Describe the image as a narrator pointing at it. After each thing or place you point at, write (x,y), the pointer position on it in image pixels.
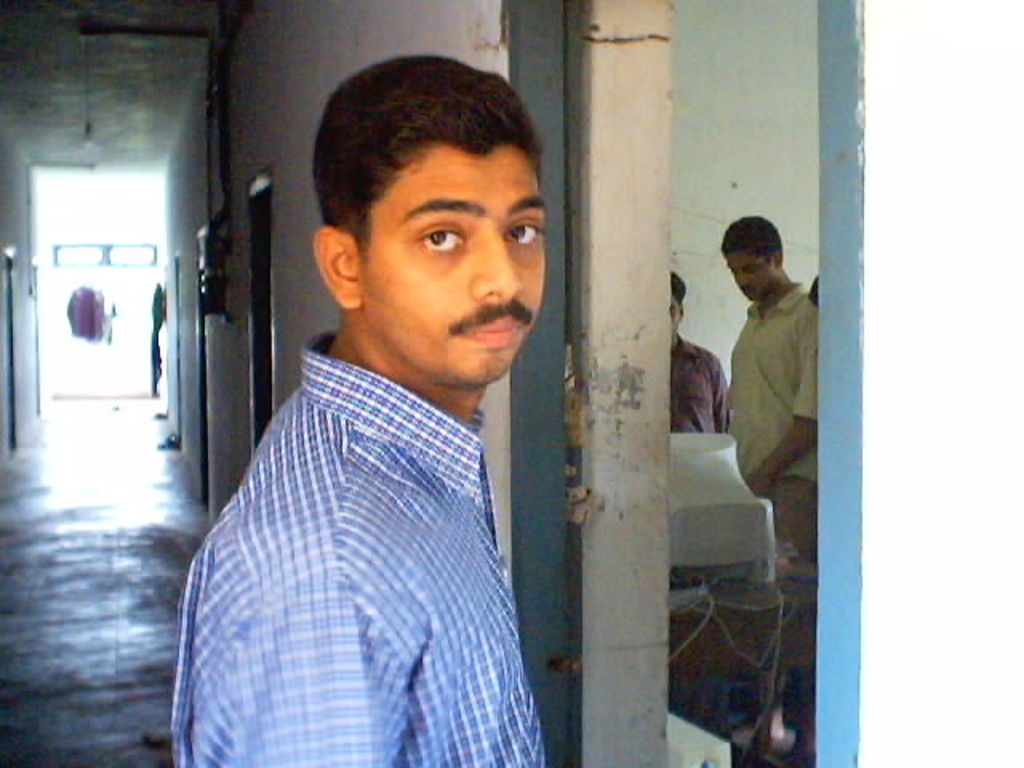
In this picture there is a boy (276,592), who is standing in the center of the image (467,269) and there are other boys (761,217) those who are standing in the room (724,742), on the right side of the image (722,235), there are doors (254,339) on the left side of the image (267,230).
